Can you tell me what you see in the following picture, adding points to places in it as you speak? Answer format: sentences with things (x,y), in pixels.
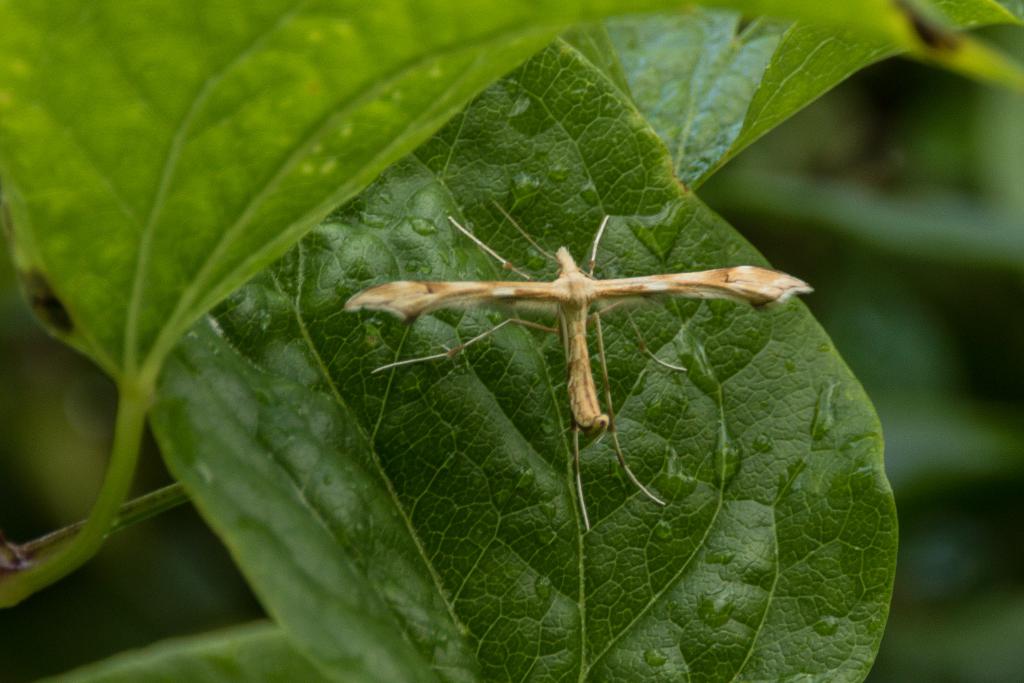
In this image we can see one insect (639,487) on the green leaf (711,262), some leaves (304,149), it looks like green plants (876,282) in the background (84,428) and the background (989,647) is blurred.
